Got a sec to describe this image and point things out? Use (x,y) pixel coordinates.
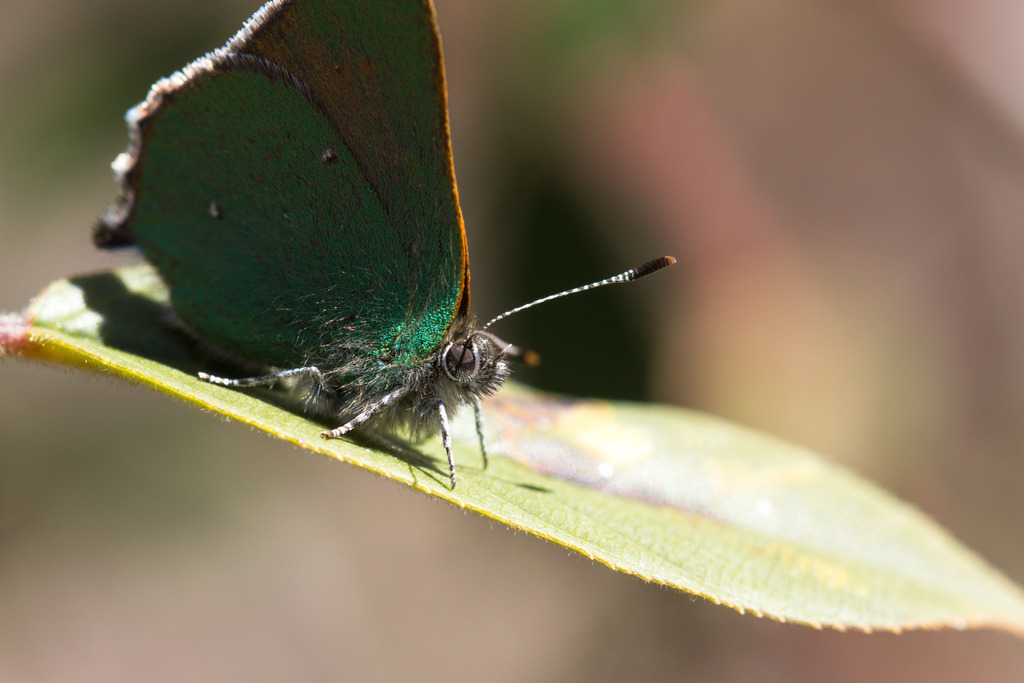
In this image we can see a butterfly (466,296) on the leaf (873,579) and the background (386,620) is not clear.
